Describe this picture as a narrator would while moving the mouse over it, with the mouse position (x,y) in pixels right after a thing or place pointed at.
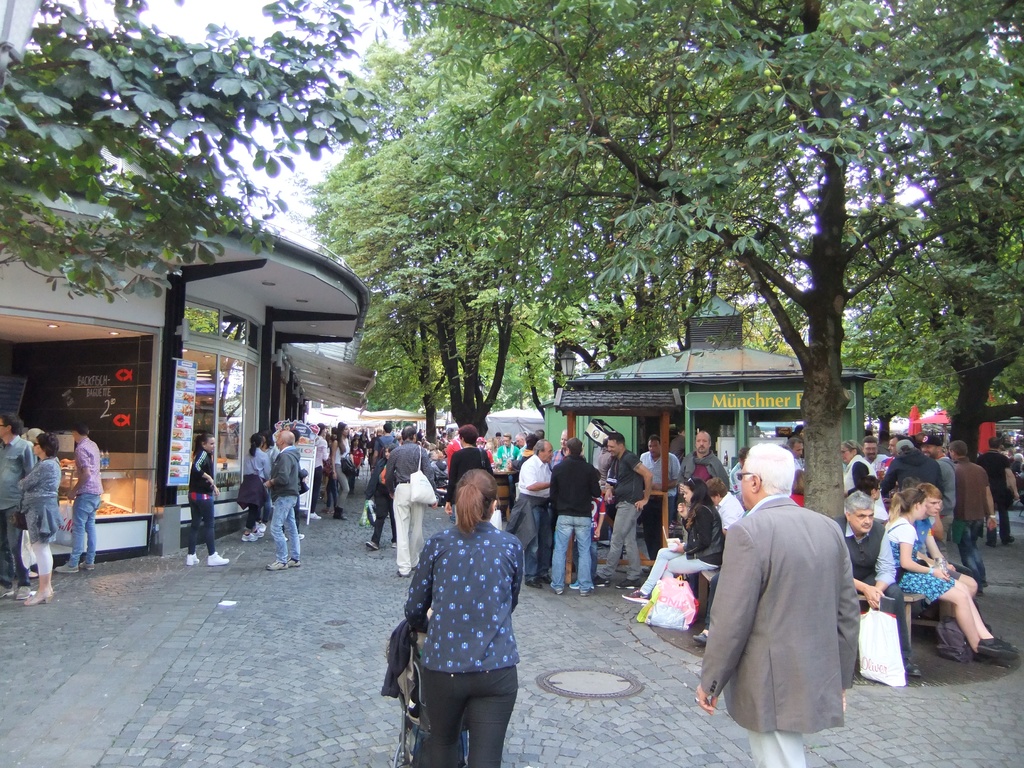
There is a group of persons (481,564) standing at the bottom of this image (733,590) and there is a building (217,416) on the left side of this image (184,370). There are some trees (586,235) in the background (703,272).
